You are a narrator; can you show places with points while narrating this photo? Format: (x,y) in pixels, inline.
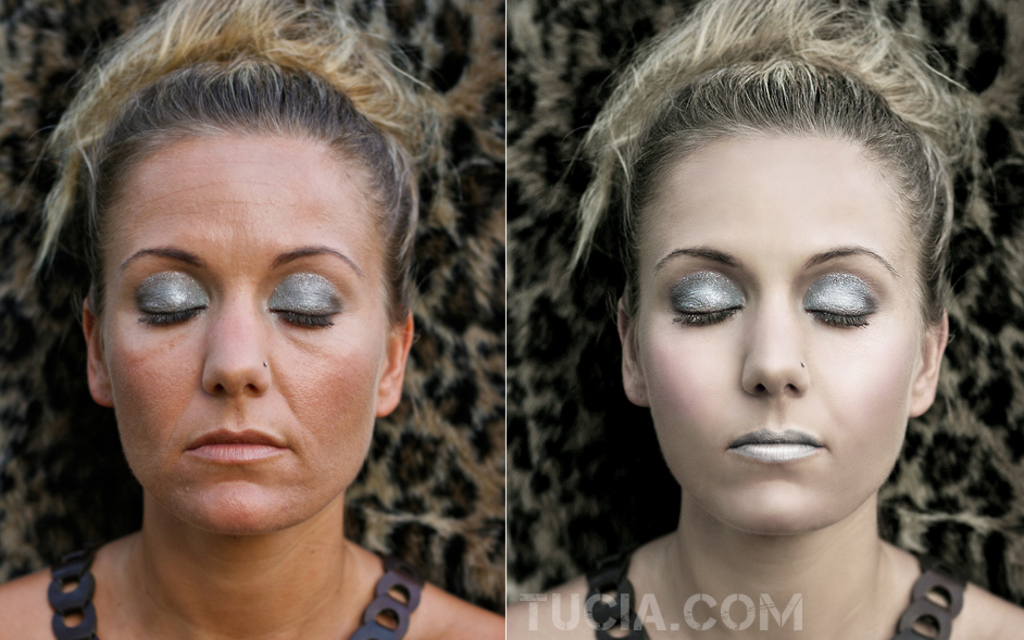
This is a collage image, in this image there are two women (690,210) pictures, in one picture there is text (766,596).
